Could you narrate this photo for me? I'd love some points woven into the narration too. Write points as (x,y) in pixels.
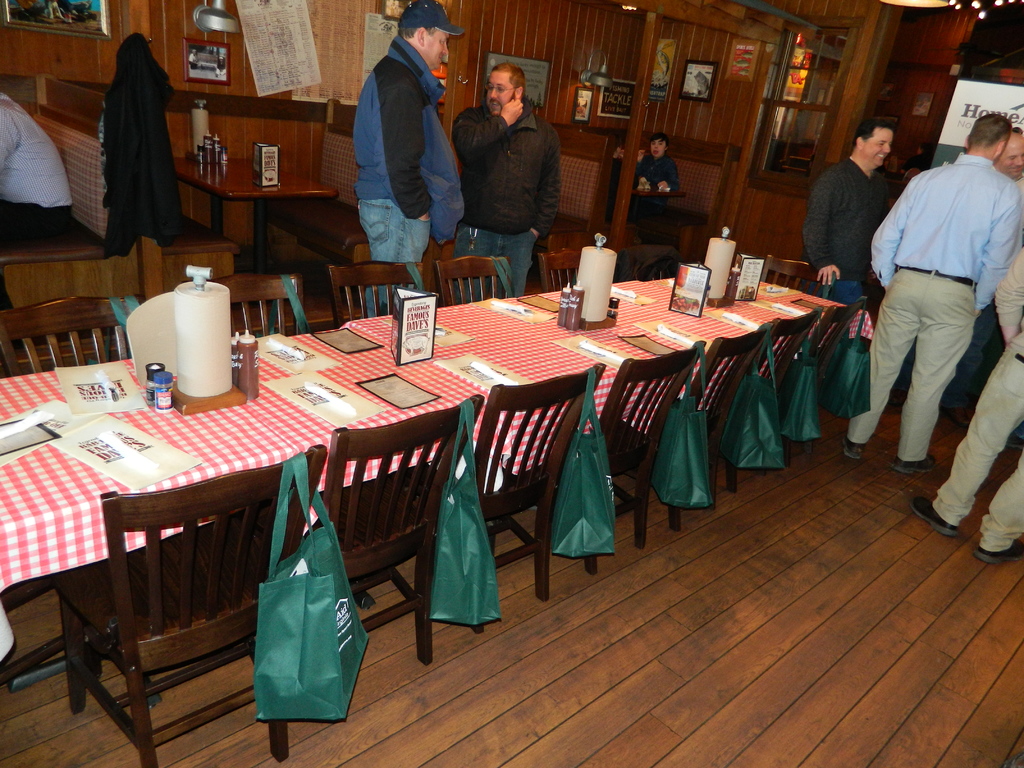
There are group of people (917,227) standing and there are chairs (441,285), table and green bags (338,598) behind them.
